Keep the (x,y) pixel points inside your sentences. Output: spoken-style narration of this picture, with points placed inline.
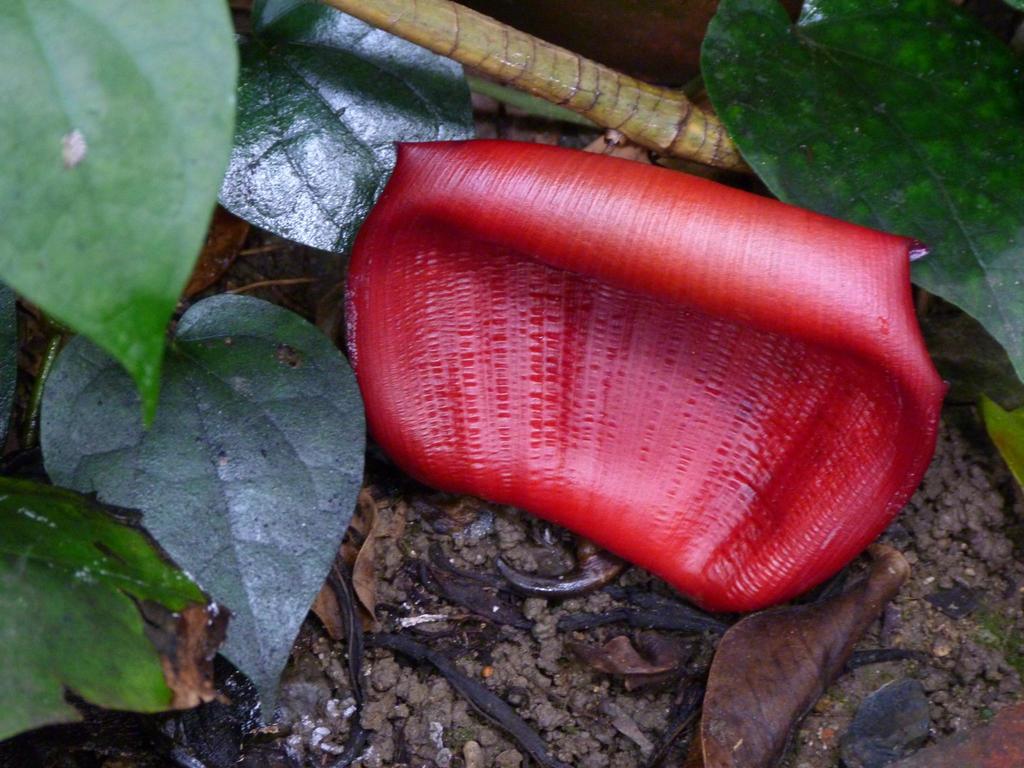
In this image I can see some leaves (319,145) and a petal (722,274) of a flower (654,365) and a stick (613,111) on the ground (493,657).
